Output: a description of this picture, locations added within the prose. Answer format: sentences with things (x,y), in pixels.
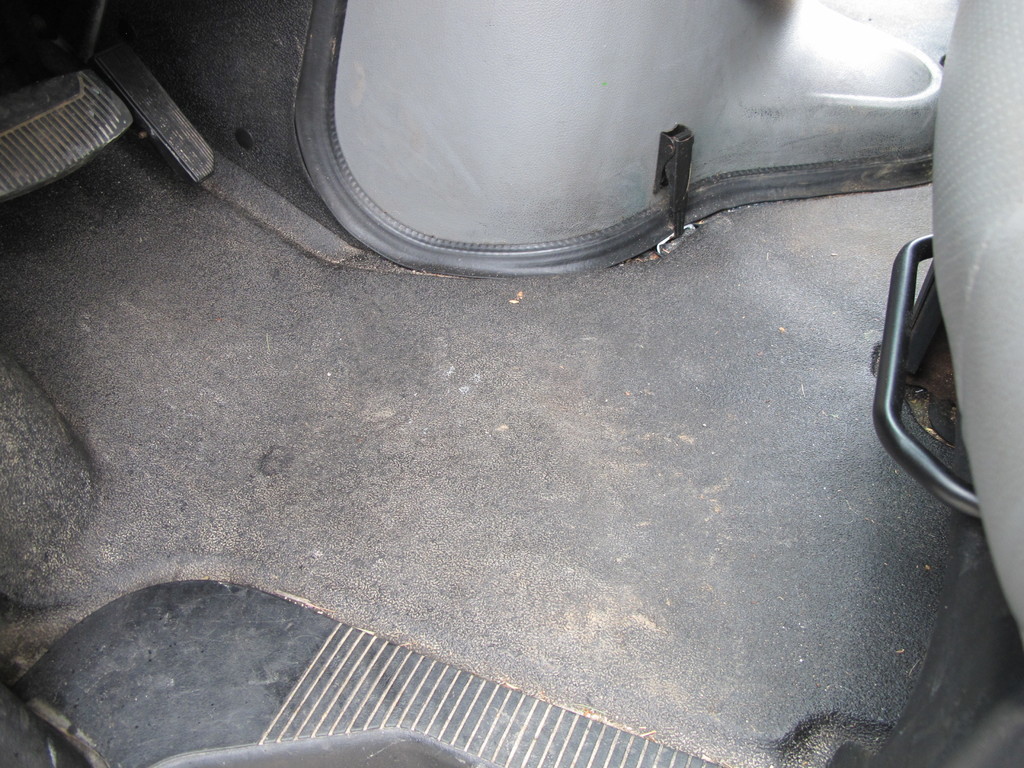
In this picture we can see some objects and these objects (544,96) are inside of a vehicle (297,270).
